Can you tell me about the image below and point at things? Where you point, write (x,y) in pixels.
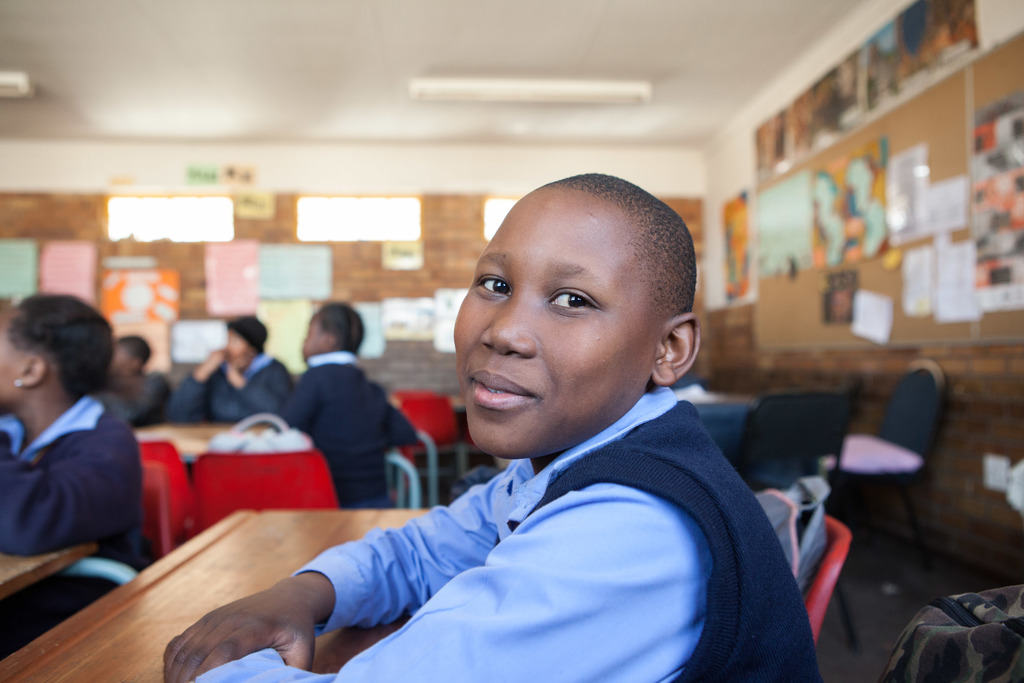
This image is taken inside a classroom (925,372). There are few kids (92,427) in this room (455,327). In the middle of the image (613,239) a girl (726,678) is sitting on a chair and placing her hands (313,623) on the table (329,647). At the background (687,164) there is a wall (359,278) with paintings (391,253) and picture frames (917,295). At the top of the image (24,48) there is a ceiling (441,103) with lights (589,83).
